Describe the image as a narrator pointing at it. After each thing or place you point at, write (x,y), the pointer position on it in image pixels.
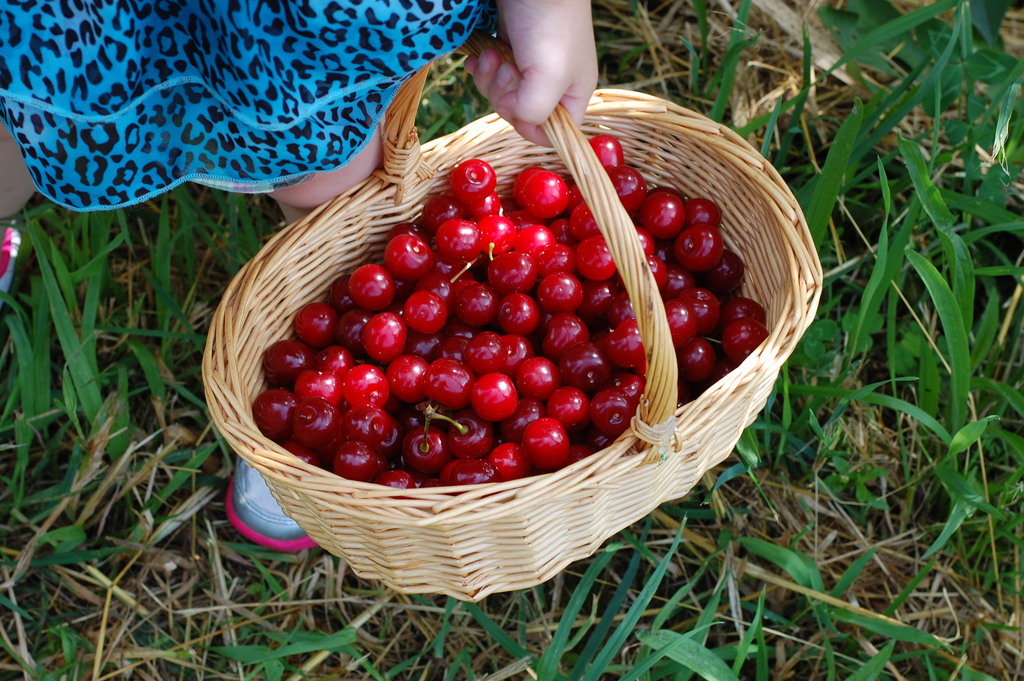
In this picture I can see a human (77,146) holding a basket (313,231) and I can see cherries (550,320) in the basket (557,162) and I can see grass (633,579) on the ground (777,512).
